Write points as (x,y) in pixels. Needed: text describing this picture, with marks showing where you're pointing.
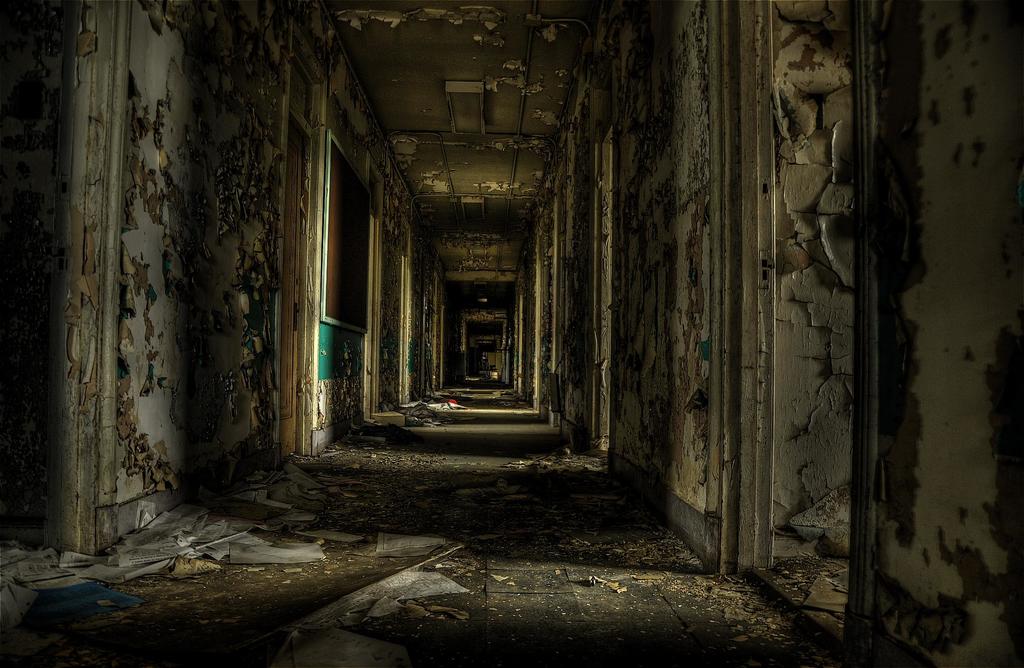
In this picture I see a old building (481,98) and I see papers (204,535) on the floor (370,474) and a board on the left side wall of the building (375,456).
